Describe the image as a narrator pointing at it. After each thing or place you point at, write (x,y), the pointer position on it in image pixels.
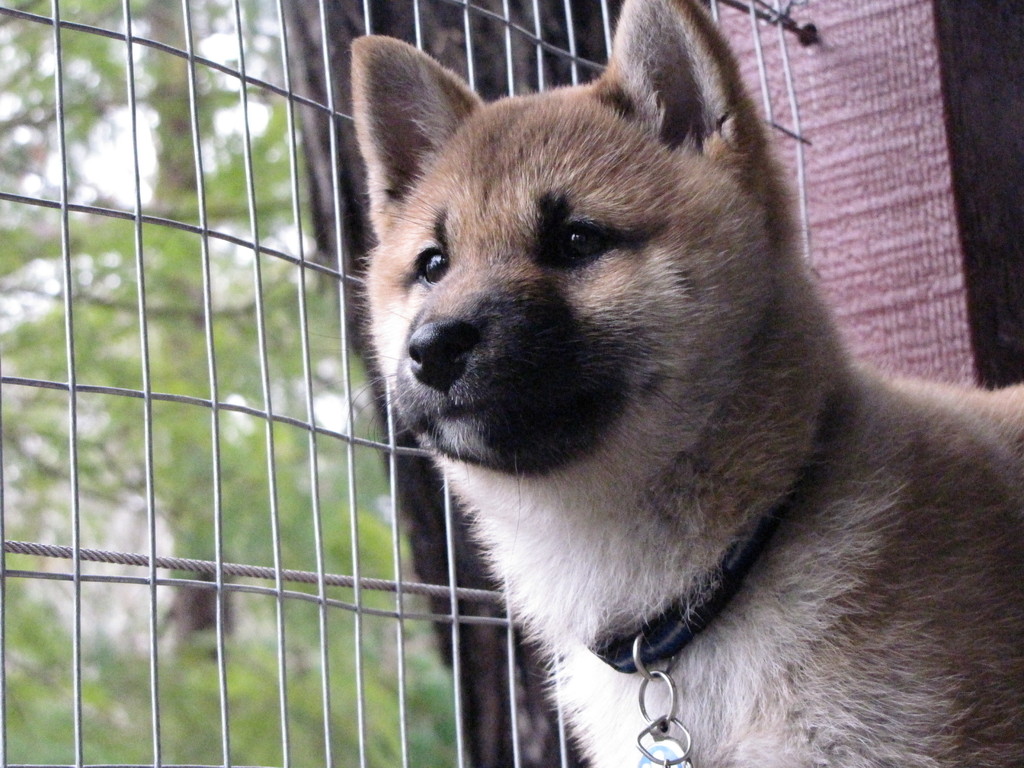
In this image we can see one dog (531,477) with black belt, one object (341,276) on the ground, one fence (58,547) attached to the wall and some trees (103,467) on the ground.
